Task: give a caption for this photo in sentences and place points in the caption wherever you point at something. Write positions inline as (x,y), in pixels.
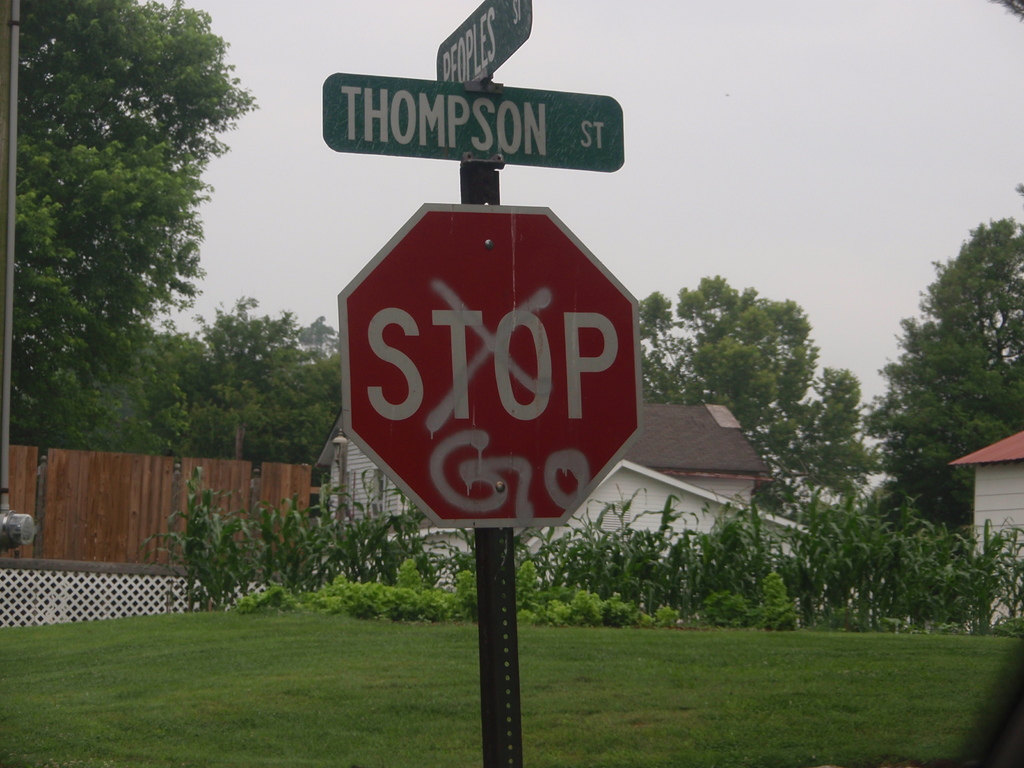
In this image I can see sign boards (440,266). They are in red and green color and something is written on it. Back Side I can see houses (745,460) and trees (879,428). We can see a wooden fencing (155,502). The sky (682,182) is in white color.
